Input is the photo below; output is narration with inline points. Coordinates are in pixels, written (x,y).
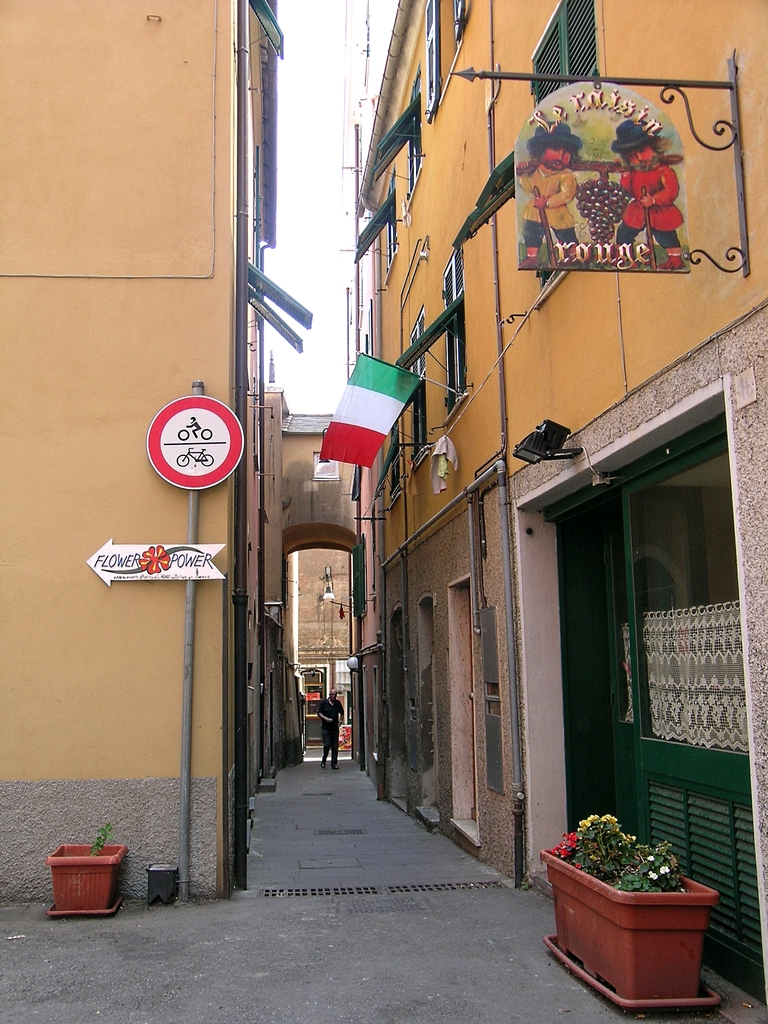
In the foreground of this image (359,876), there is a path (366,901), few flower pots (628,868) and boards (149,555). On either side, there are buildings (487,382) and in the middle (334,532), there is an arch (311,530). At the top (305,128), there is the sky (299,82).
